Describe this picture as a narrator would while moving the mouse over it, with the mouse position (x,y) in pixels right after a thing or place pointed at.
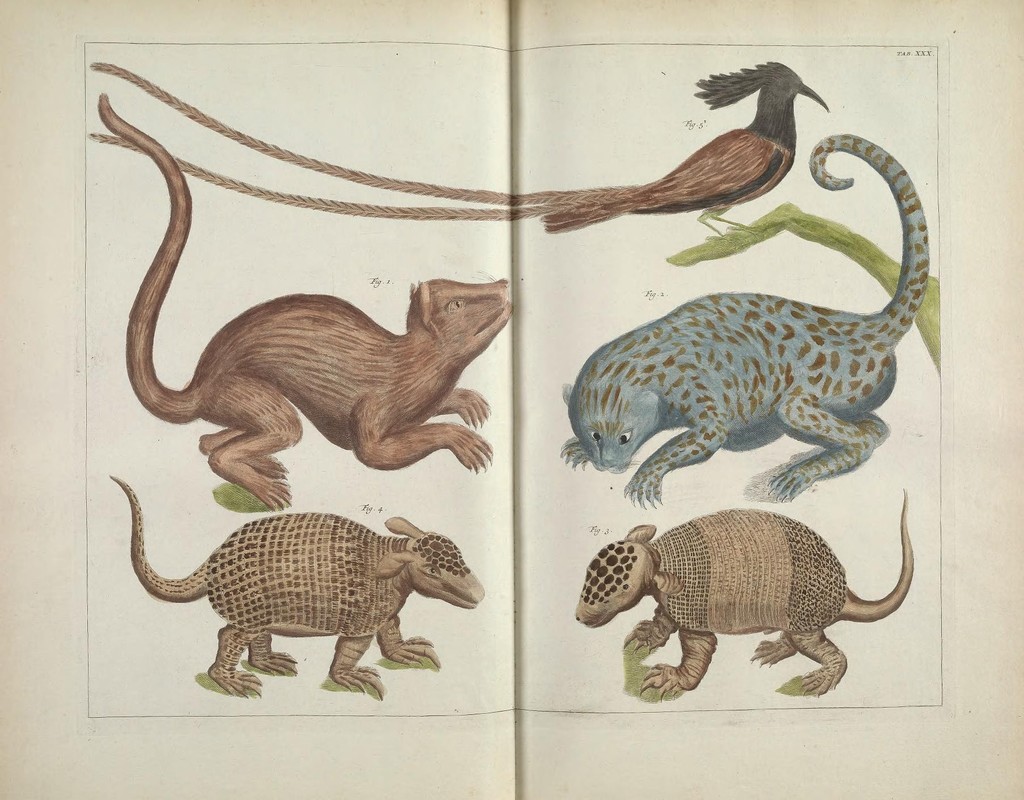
In this picture there is an object (121,618) which seems to be the book (476,63) containing the text (908,54), numbers (925,51) and the depictions of animals (242,581) and the depiction of a bird (702,203).
